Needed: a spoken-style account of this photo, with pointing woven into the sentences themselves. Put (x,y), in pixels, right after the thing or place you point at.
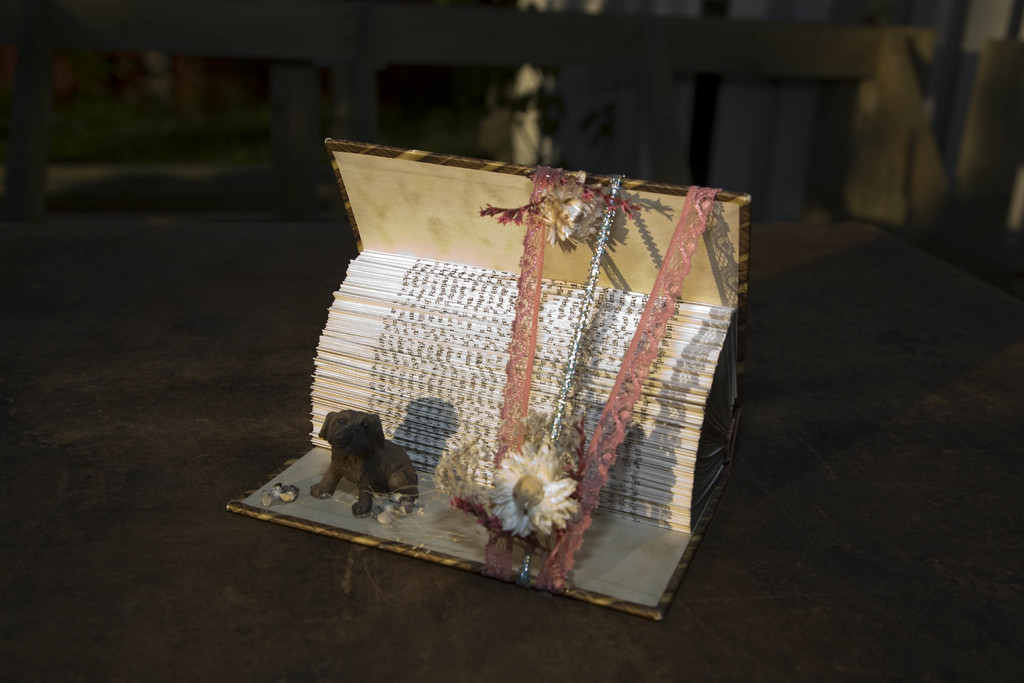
In this picture we can see a toy (363,460), flower (498,491), cloth pieces (542,280), book (322,413) on a surface (144,641) and in the background (834,166) we can see the grass (180,112), plant (514,80) and some objects (593,31).
